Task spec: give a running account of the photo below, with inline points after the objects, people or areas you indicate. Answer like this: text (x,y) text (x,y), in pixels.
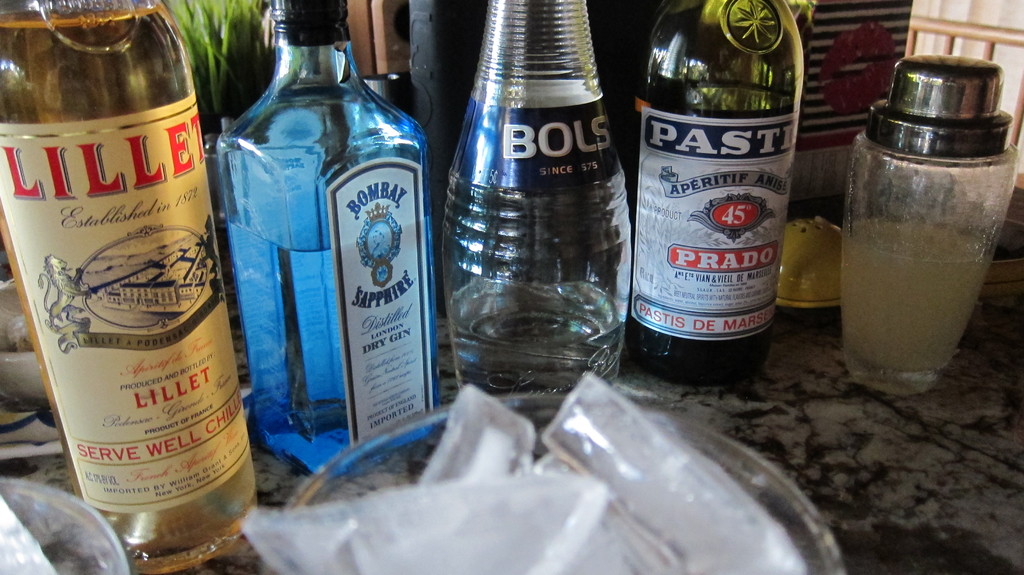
In this picture there is table (873,427), on the table (864,425) there are the bottles (387,189) and a glass bowl (749,474) in the bowl (732,470) there are the ice cubes (567,451).
